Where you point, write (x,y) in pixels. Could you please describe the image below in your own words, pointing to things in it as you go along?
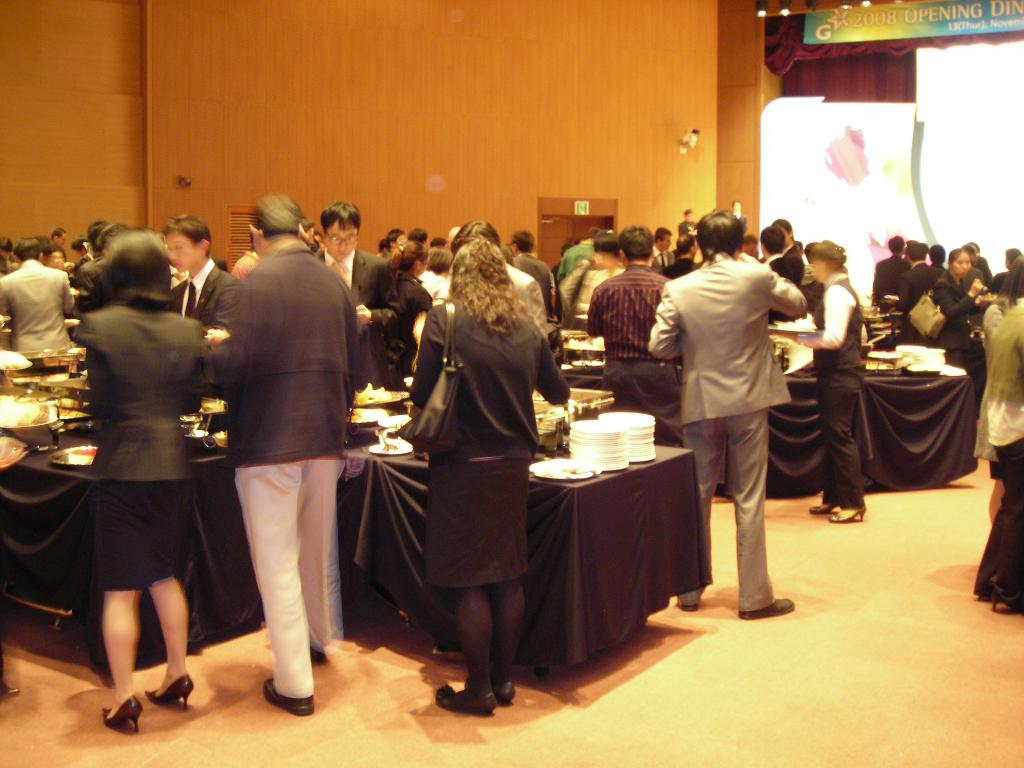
The image might be taken in a function. In this picture there are people (129,266), tables (613,531), plates (601,464), dishes (23,425) and various food items (16,408). On the right (897,163) at the top (840,105) there are curtains (865,67), board (878,19), lights (866,6) and other objects (920,98). In the center of the background (594,217) it is wall (457,185) and there is a door (578,217).
